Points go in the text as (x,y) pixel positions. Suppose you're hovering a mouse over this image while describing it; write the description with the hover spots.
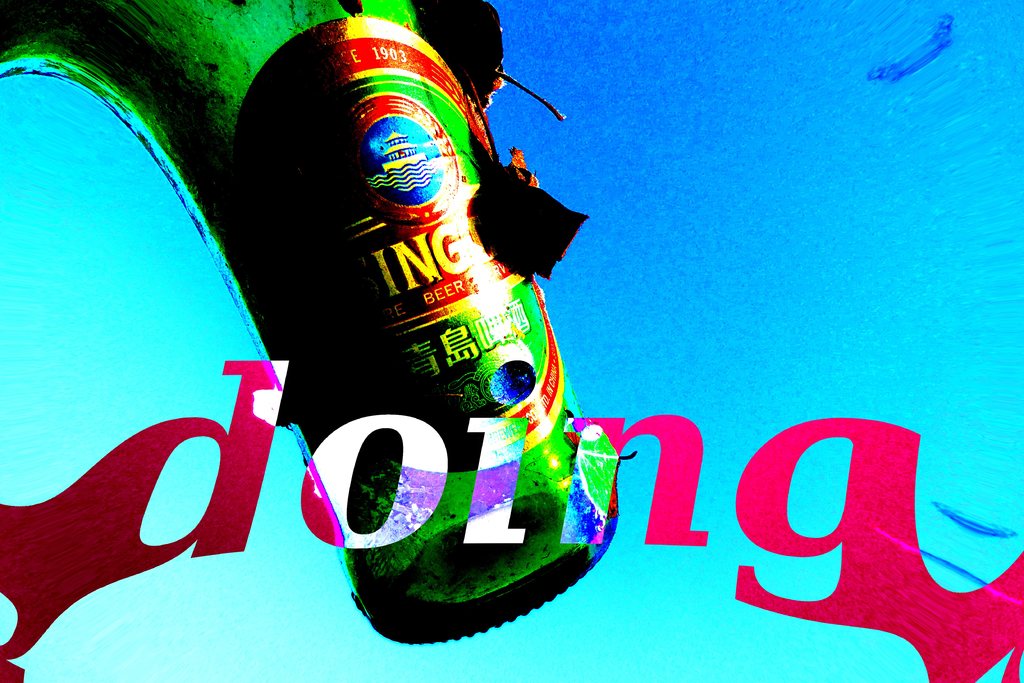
In this image I can see green colour thing (264,284) and I can see something is written at few places. I can also see blue colour in background (746,377).
